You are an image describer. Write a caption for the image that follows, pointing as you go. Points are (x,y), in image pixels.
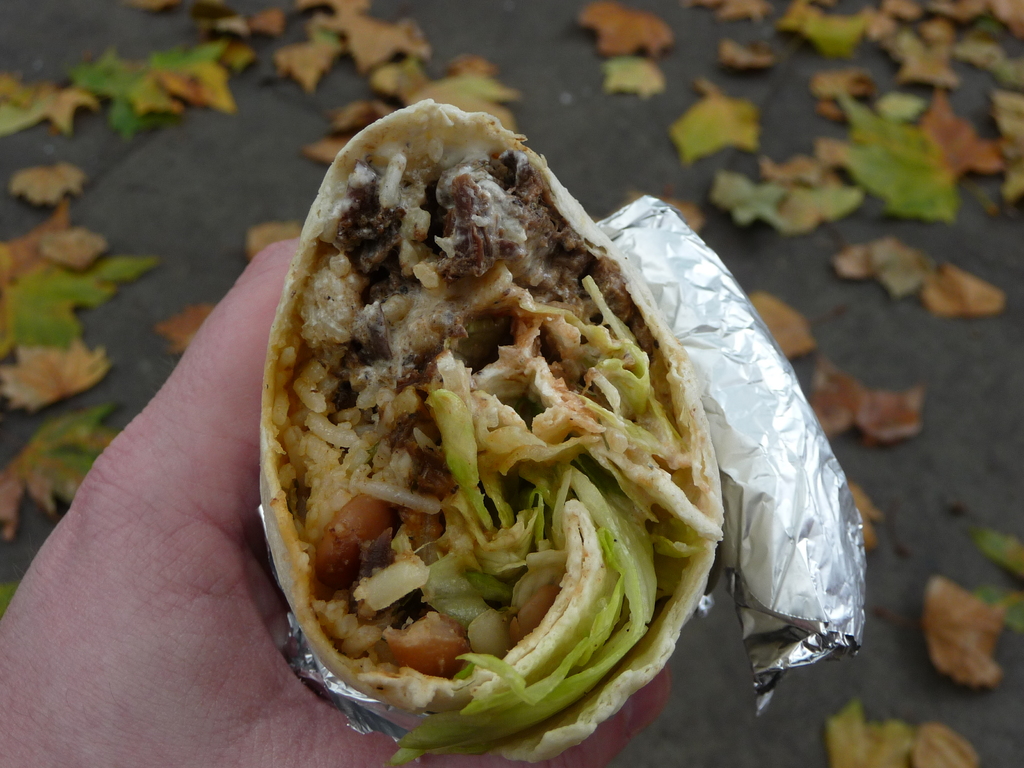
This picture consists of a Frankie roll (346,350) in the center of the image (537,393) in a hand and there are leaves (224,63) in the background area of the image (460,89).
